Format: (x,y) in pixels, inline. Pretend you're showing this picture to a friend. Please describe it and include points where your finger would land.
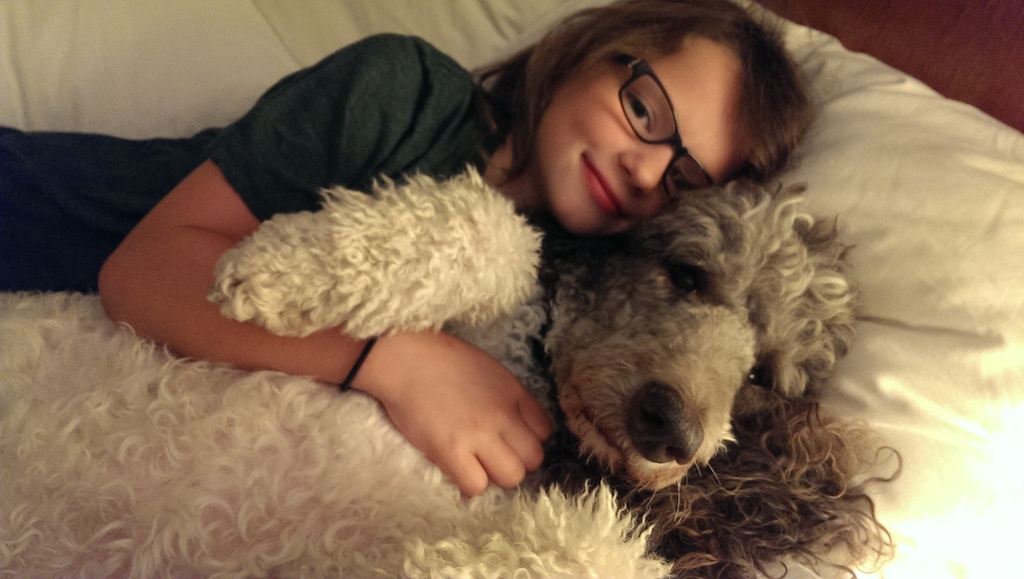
In this picture there is a girl (560,124) who is wearing spectacles (643,116) lying on the bed (460,46). Beside her there is a dog (445,495), lying on the bed (860,377). She is smiling.
